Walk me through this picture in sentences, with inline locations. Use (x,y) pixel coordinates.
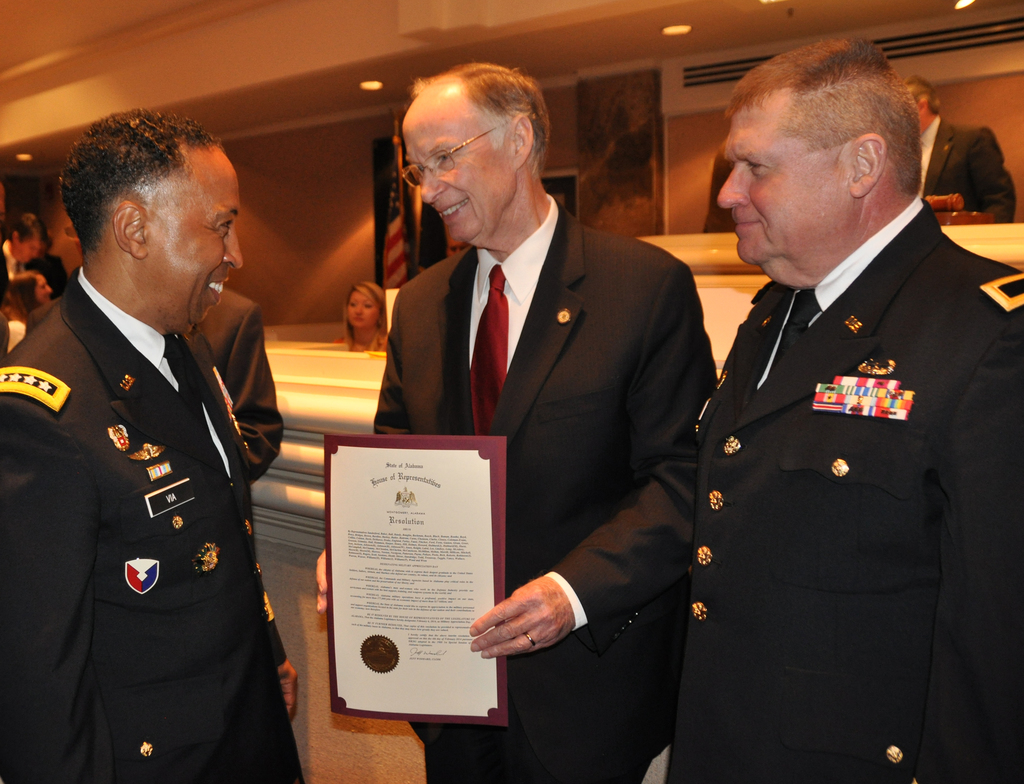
In this picture there are two old military officers (800,611), standing in the front (681,463) smiling and a man (675,615) in a suit (675,615) giving a appreciation certificate (367,668) to them. Behind there is a brown color wall (314,154) and a woman (356,337) sitting in the reception area (346,350).
